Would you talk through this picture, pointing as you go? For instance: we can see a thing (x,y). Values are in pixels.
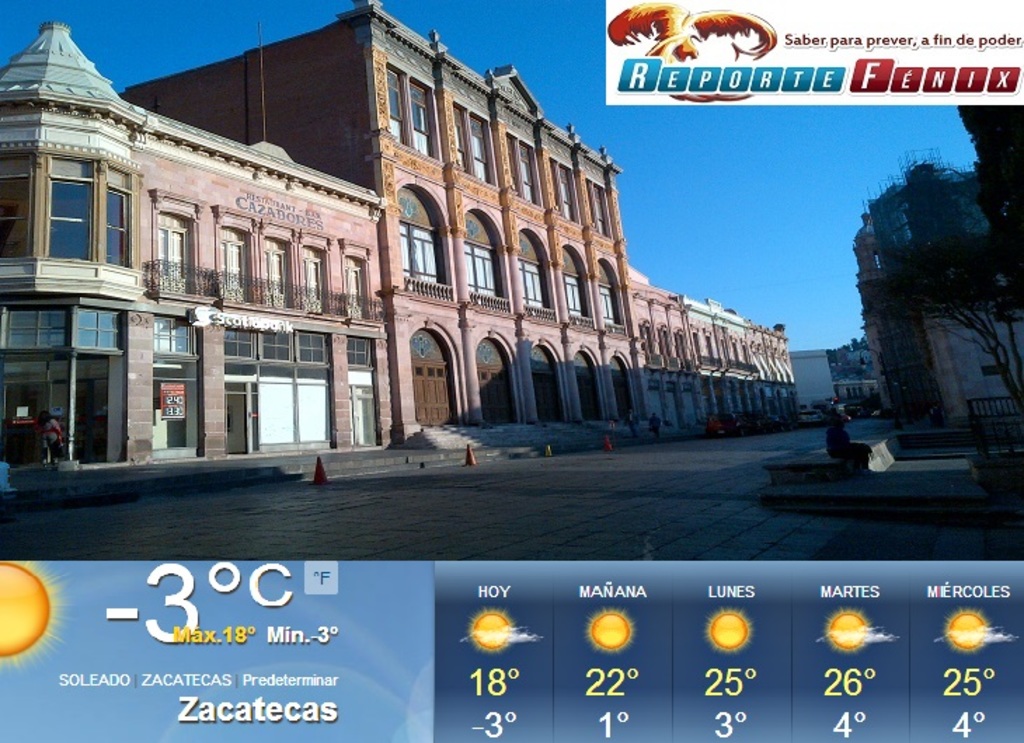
This is an advertisement. In the center of the image (526,326) we can see the buildings (465,324), doors (480,381), windows (77,434), boards (307,397) and a person (42,430). On the right side of the image (978,281) we can see trees (995,356) and some cars (786,419). At the top of the image (561,77) we can see the sky (579,63). In the middle of the image (501,468) we can see the divider cones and road (686,487). At the bottom of the image (587,629) we can see some text (313,680) and temperature and sun icons (727,638). In the top right corner (829,88) we can see logo (746,53) and some text (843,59).
